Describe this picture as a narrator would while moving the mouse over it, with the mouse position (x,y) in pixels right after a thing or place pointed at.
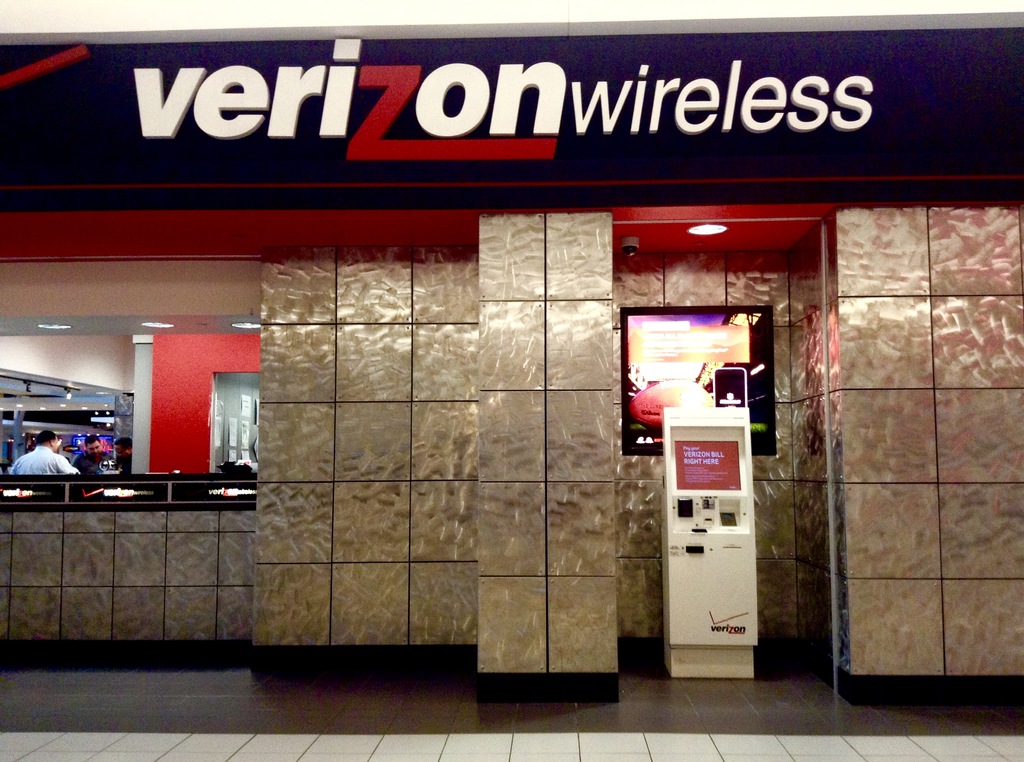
In this image we can see a machine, wall (595,359) and a frame (674,378). At the bottom of the image (300,736), we can see the floor (259,731). At the top of the image (611,49), we can see the banner (942,72). In the middle of the image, we can see a camera (632,246). On the left side of the image (44,439) we can see people (96,437).
